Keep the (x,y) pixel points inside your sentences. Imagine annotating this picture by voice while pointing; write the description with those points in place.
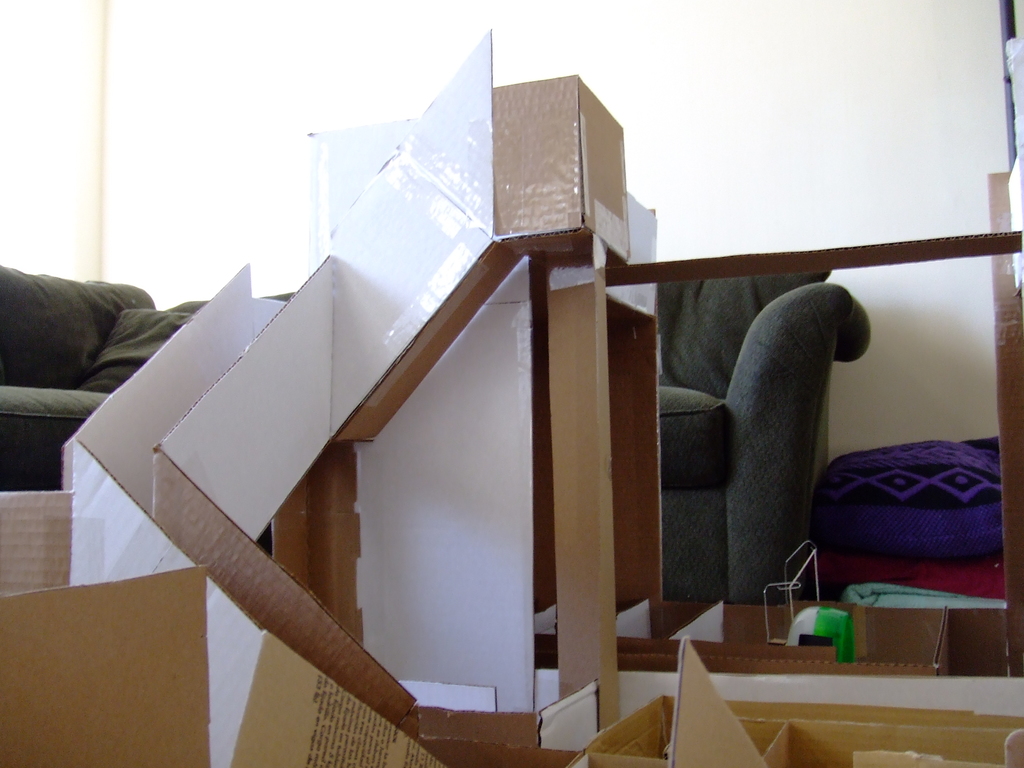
On the background (388,58) we can see a wall (651,58) painted with white color. Here we can see chairs (820,410). In Front of the picture we can see cardboards (598,605). This is a pillow (911,540) in blue colour.
